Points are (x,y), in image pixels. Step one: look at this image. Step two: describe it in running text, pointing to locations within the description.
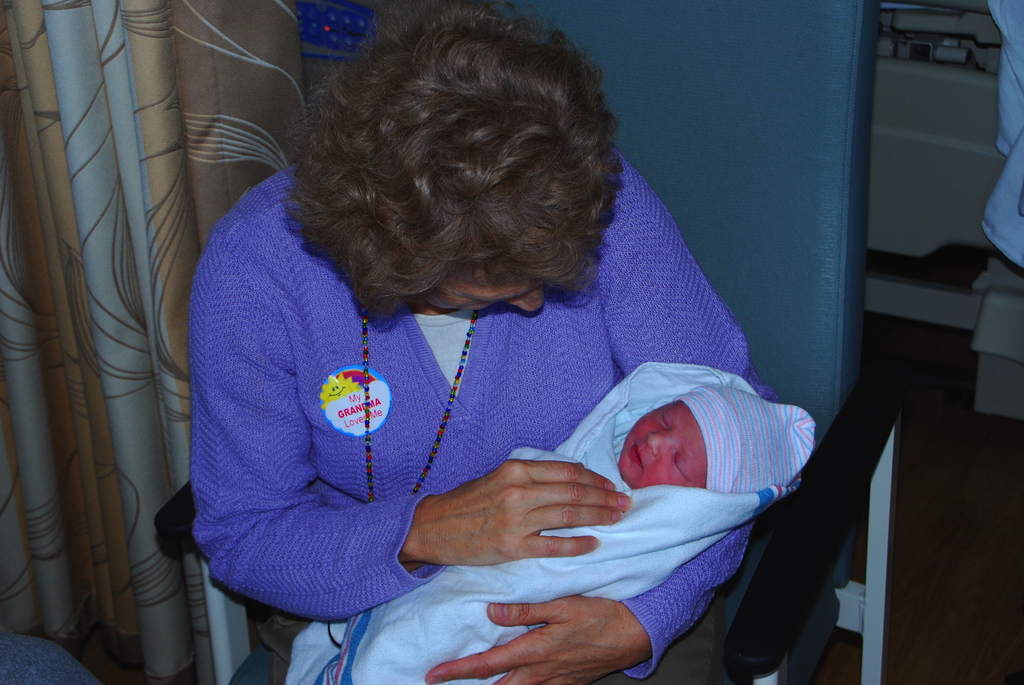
In the center of the image (365,373) we can see one woman (374,392) sitting and she is holding one baby (508,590). And we can see she is in a different costume (440,375). In the background (230,67) there is a wall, curtain (132,59) and a few other objects (1000,31).
